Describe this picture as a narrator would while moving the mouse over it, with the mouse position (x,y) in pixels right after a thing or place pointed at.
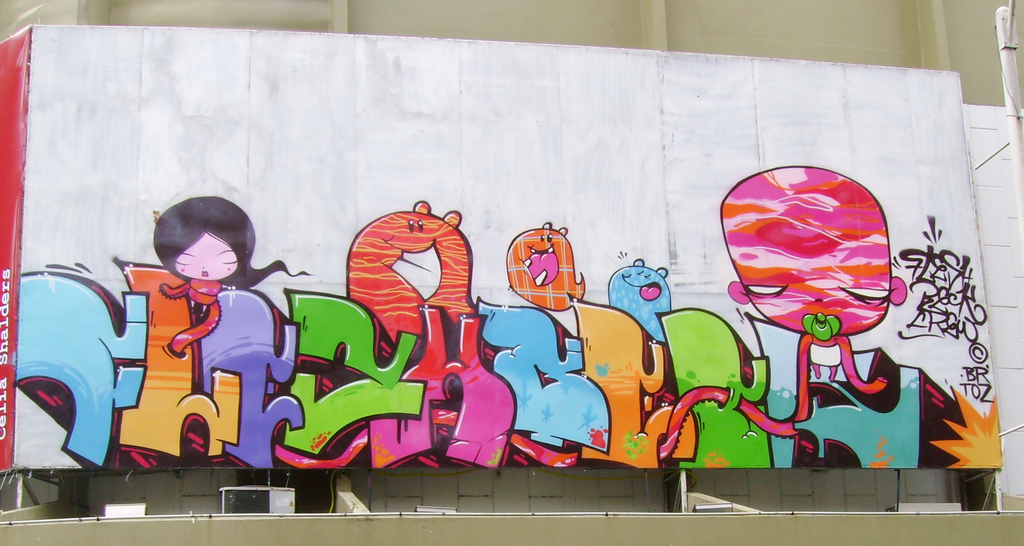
In the center of the image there is a painting (884,460) on the wall (250,184).
